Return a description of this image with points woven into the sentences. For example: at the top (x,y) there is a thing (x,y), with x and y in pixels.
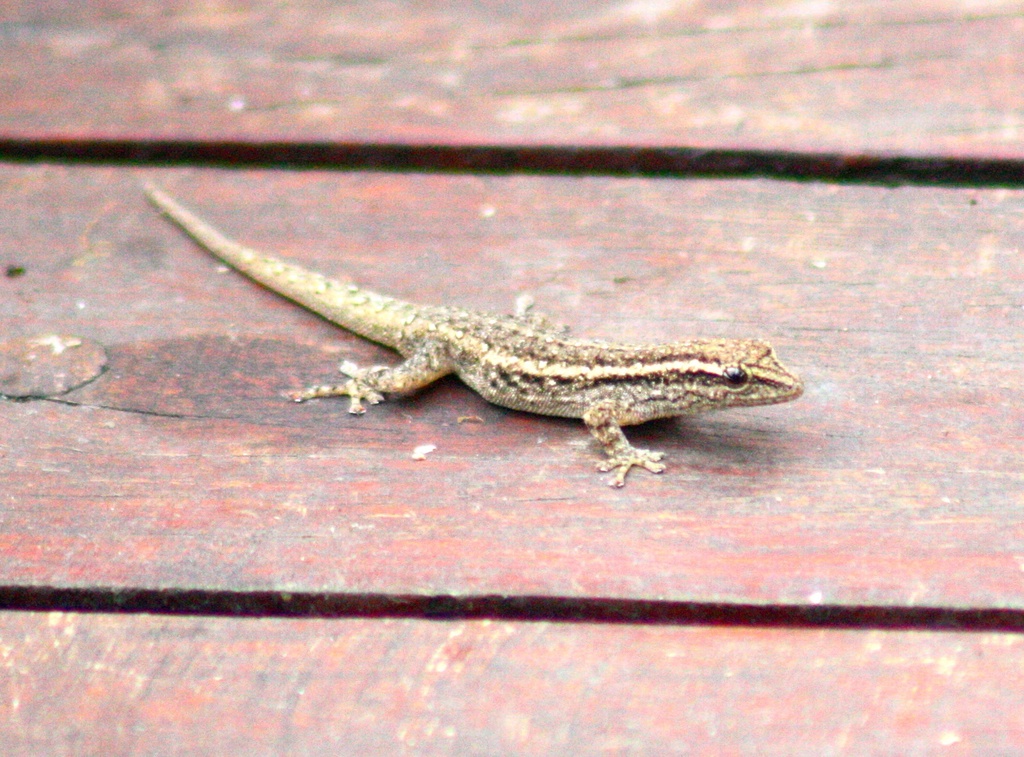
In this image there is a lizard (473,355) on the wooden table (493,587).
